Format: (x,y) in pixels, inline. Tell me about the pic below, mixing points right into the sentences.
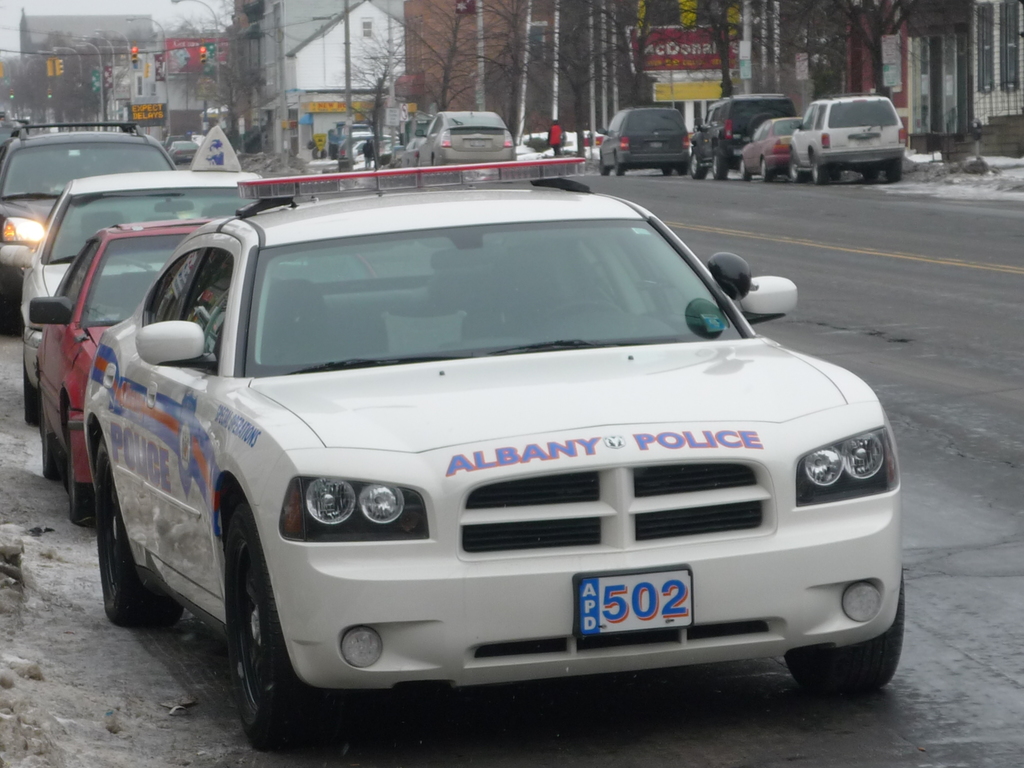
This is a police vehicle (505,404) which is in white color on the road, at the top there are signals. In the right side (702,28) there are trees (639,16).
